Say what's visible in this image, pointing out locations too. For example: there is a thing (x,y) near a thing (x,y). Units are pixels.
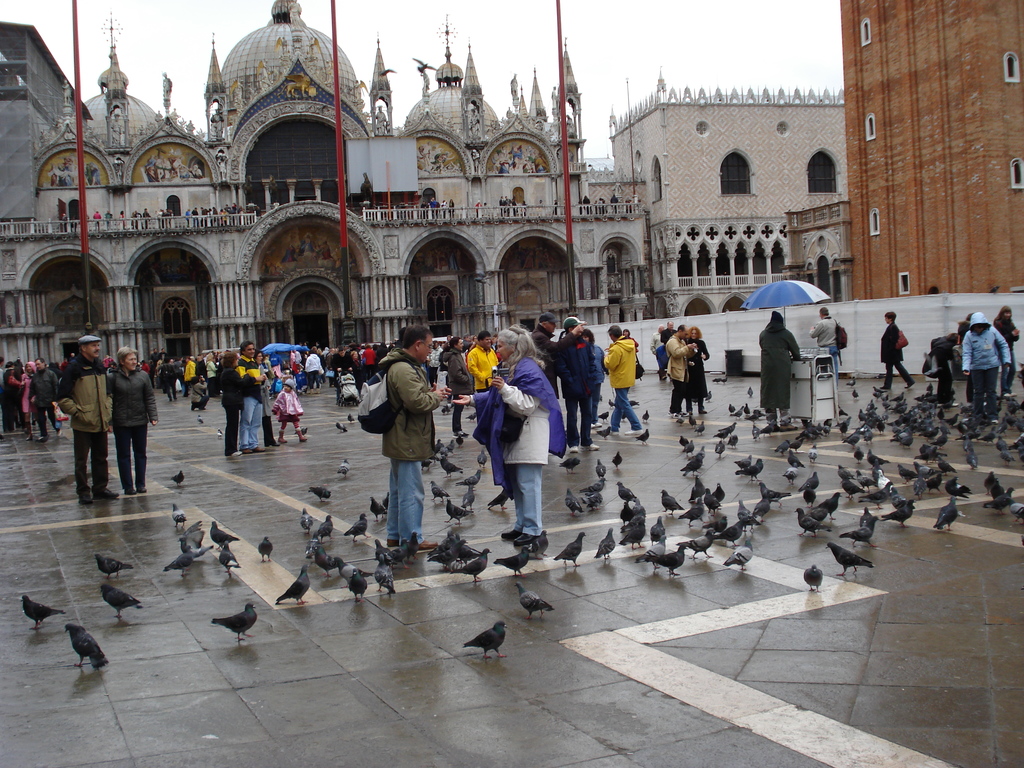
This is an outside view. Here I can see a crowd of people (326,350) standing and walking on the floor (386,467). On the right side (813,389) there is a table (817,390) and few persons (781,337) are holding umbrellas (786,307). There are many pigeons (207,551) on the ground (199,593). In the background (558,229) there are many buildings (426,189) and poles (343,229). At the top of the image (711,56) I can see the sky (787,57).
